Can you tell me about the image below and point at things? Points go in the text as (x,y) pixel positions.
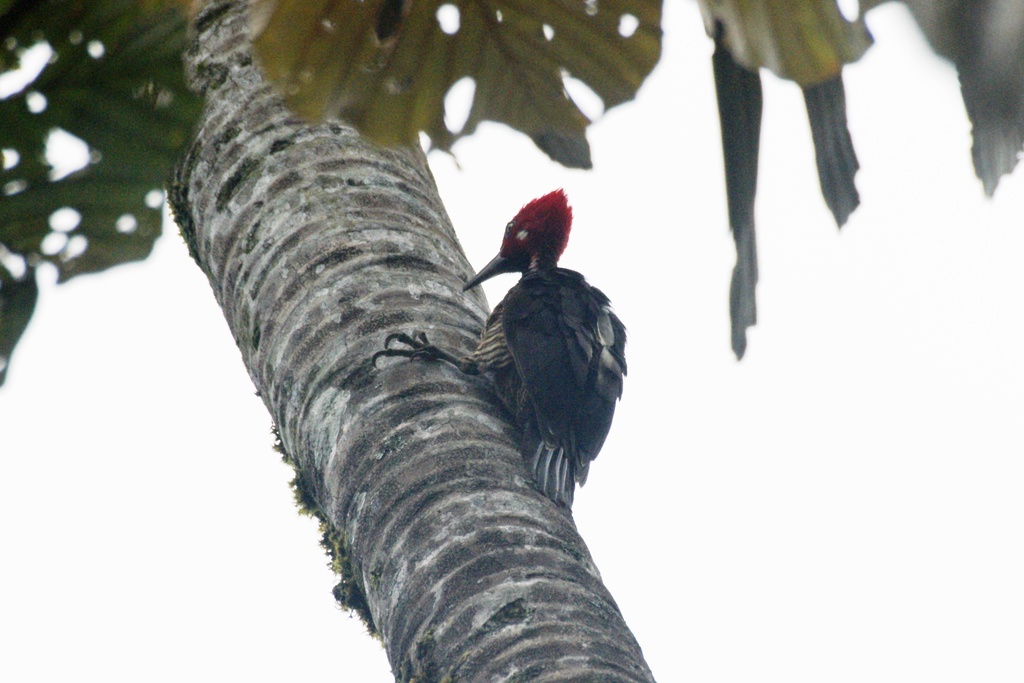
This image is taken outdoors. In the background (643,217) there is the sky (628,251). In the middle of the image (351,432) there is a tree (285,165) and there is a bird (522,356) on the tree (491,417).
